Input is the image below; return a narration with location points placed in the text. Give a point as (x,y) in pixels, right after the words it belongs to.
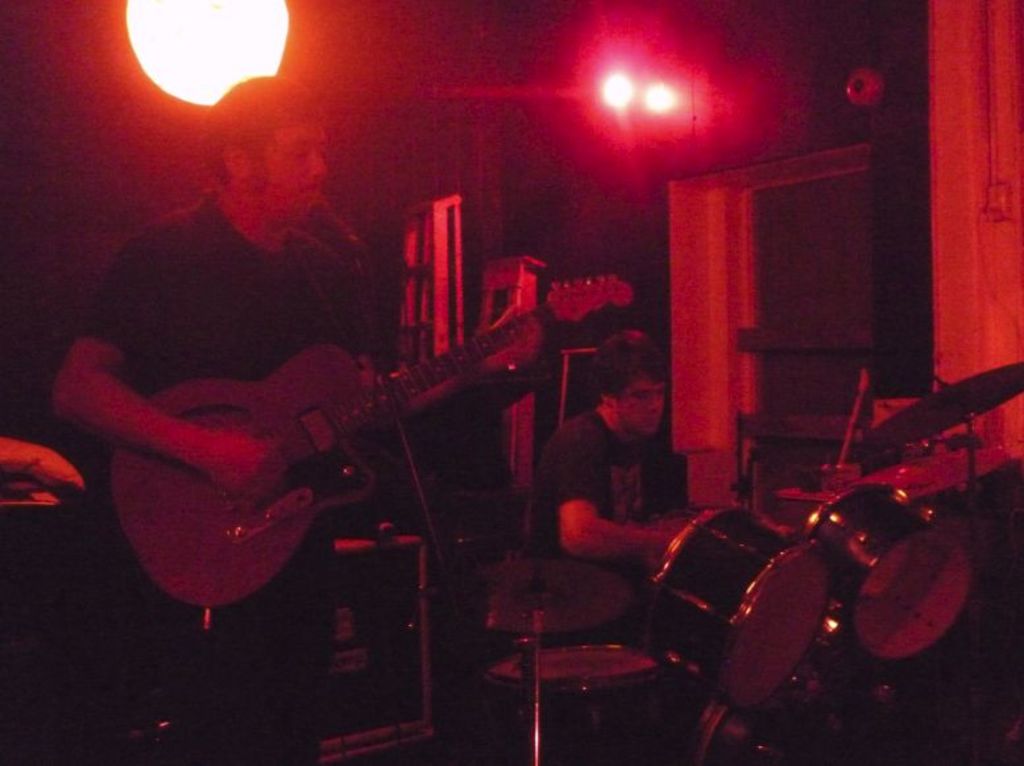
In this image there is a person (268,731) standing and playing guitar (315,495) and at the back (621,512) there is a person (615,406) sitting and playing drums (705,570). At the back (748,204) there is a door (710,475) and speakers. At the top (238,54) there are lights (237,13).
